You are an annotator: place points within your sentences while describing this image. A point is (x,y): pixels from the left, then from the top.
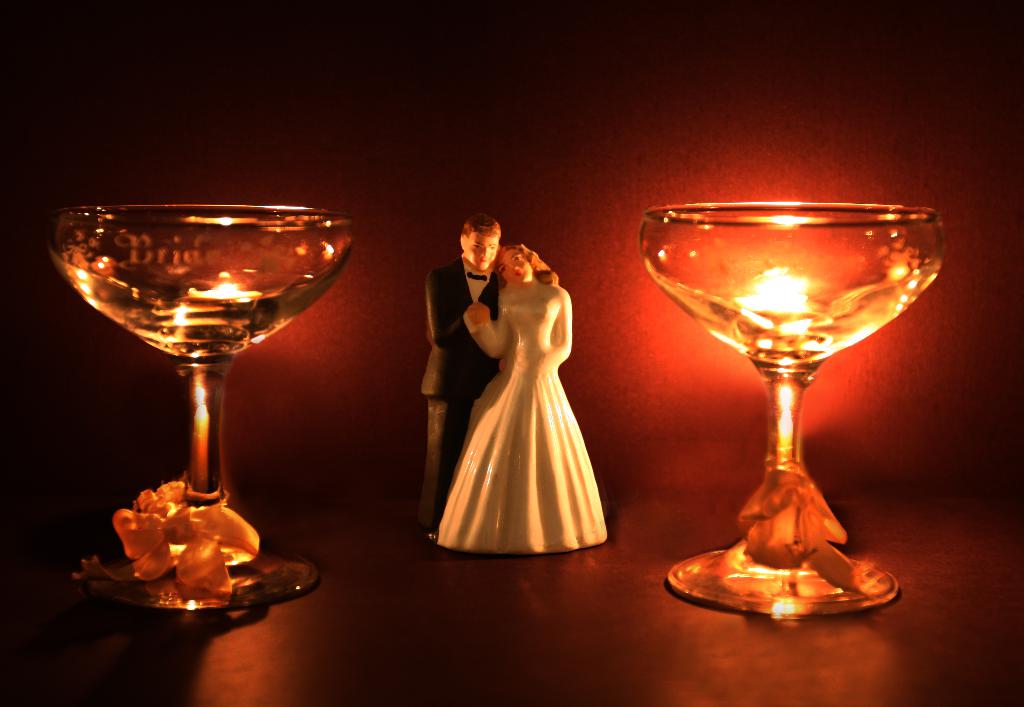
In this image I can see two sculptures (441,332) in the centre (473,269) and on the both side of it I can see few glasses (818,326). I can also see a light (788,294) on the right side of this image (744,290).
